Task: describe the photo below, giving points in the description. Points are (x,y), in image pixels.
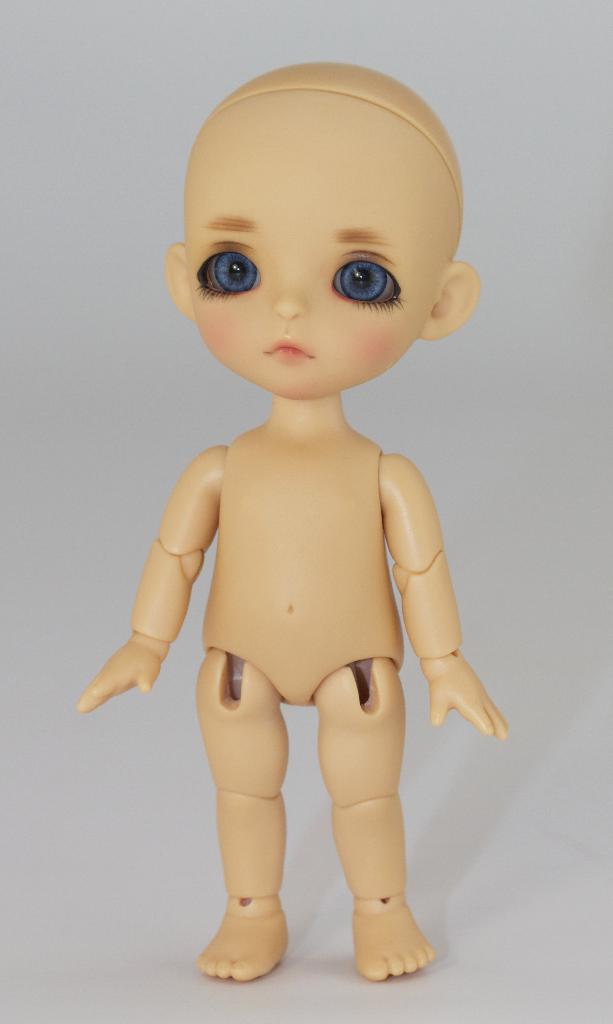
In this image, we can see a toy (389,964) and there is a white background (482,43).
